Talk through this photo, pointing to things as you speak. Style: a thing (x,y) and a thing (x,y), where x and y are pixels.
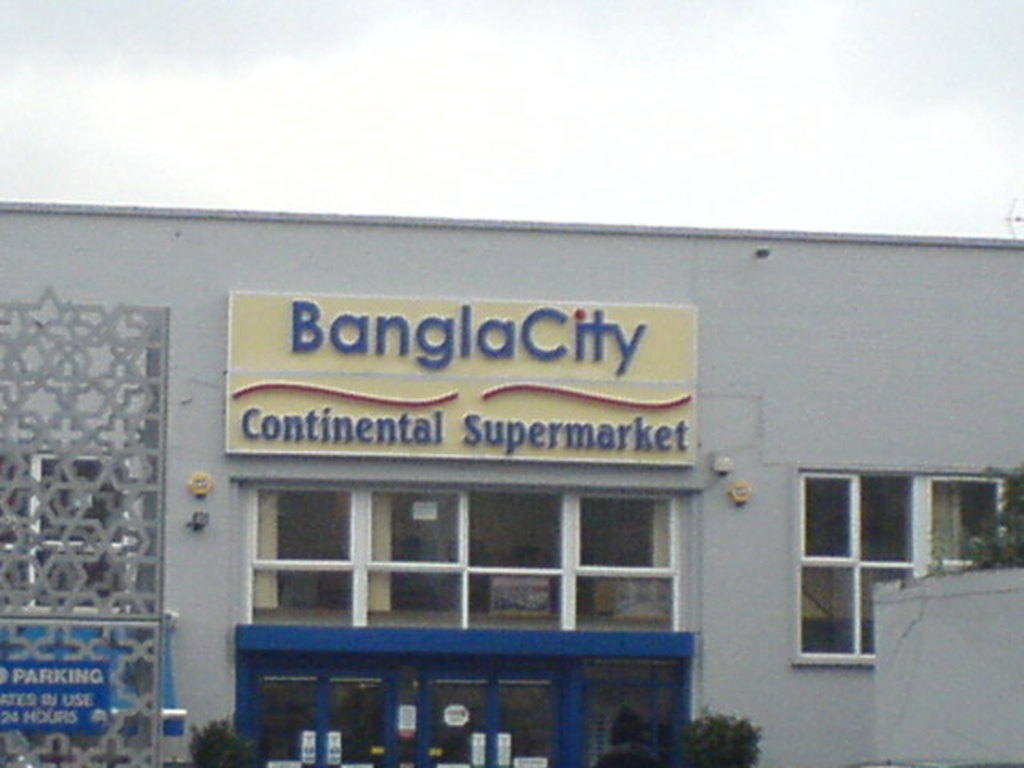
In this image there is a building (416,241), to that building (1015,424) there are windows (836,555), doors (416,719) and there is some text (629,341).
